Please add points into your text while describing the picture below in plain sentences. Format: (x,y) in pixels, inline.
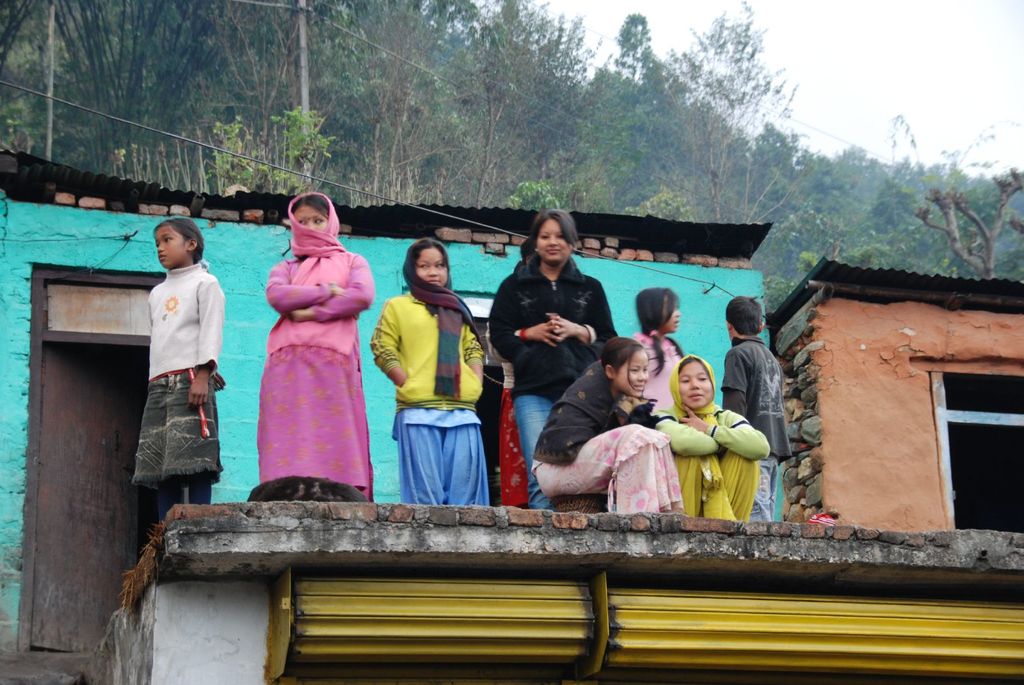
In this image I can see few persons (399,379) are standing on the concrete surface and few of them are sitting. I can see yellow colored rolling shutter (490,621), the blue colored house (241,292), the door (44,554) and few trees (161,120). In the background (948,56) I can see the sky (919,99).
